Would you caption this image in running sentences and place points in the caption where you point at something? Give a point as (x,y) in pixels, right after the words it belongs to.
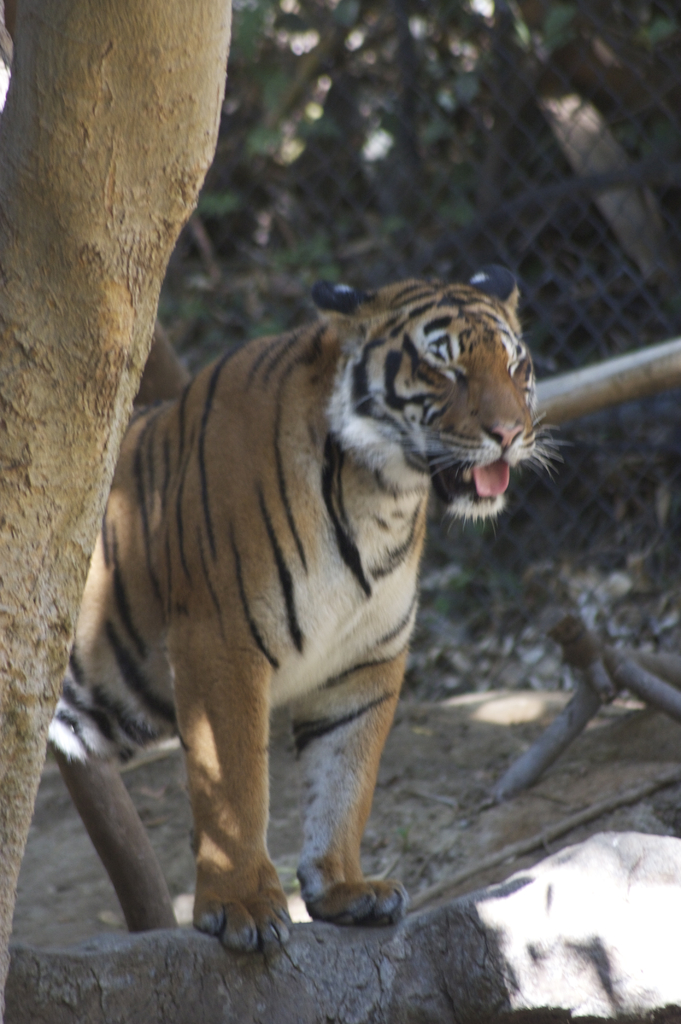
In this image we can see a tiger (288,458). On the left side (73,398) we can see tree trunk (89,232). In the back (549,153) there is a mesh (540,209). And it is looking blur in the background (514,501).
